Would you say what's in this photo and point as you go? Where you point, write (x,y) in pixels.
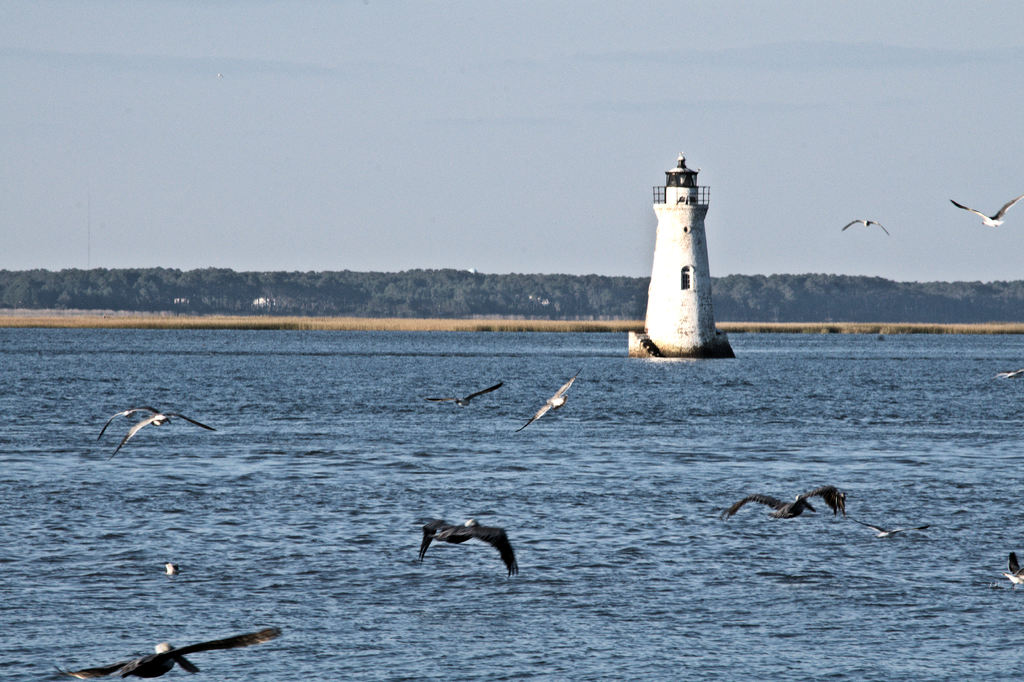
In this image we can see many trees (433,297) and plants (617,321). There is a sky (646,266) in the image. There is a lighthouse (688,317) in the image. There is a sea (570,512) in the image. There are many birds (743,505) flying in the image.
